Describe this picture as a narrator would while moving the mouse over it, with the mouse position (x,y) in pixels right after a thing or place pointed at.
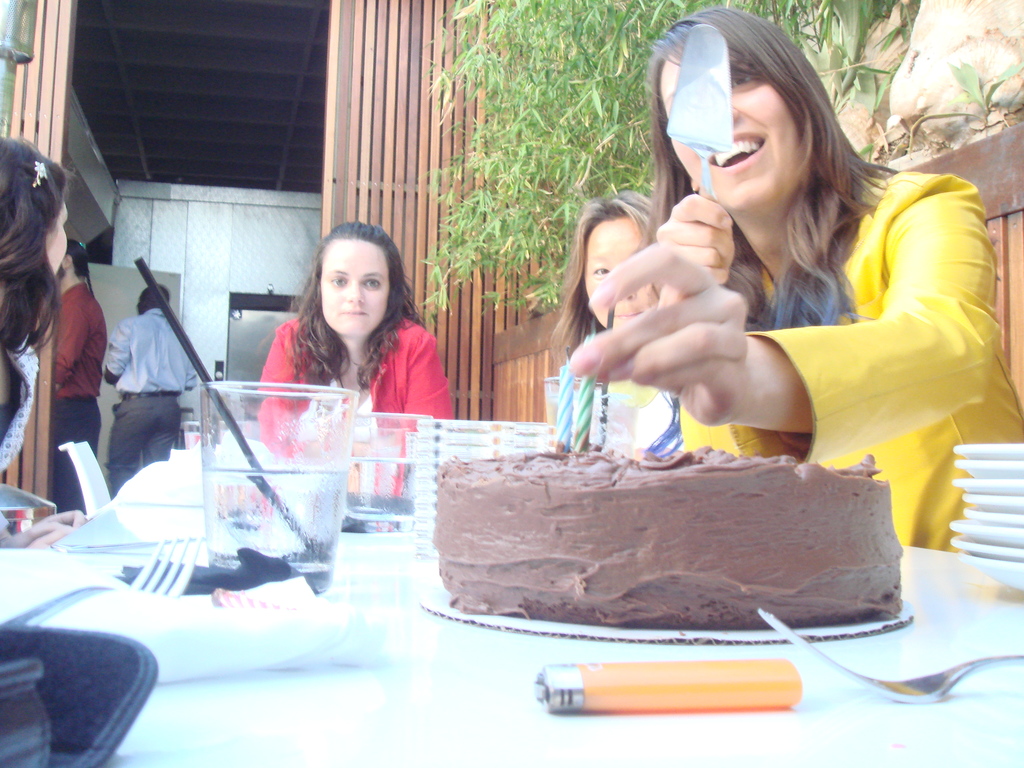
This picture shows few people (718,278) seated on the chair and a woman (727,178) holding a serving spoon (709,132) and we see a cake (675,605) and a lighter (635,674) and we see glasses (427,418) and a fork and few plates (969,458) on the table (1018,622) and we see candles (586,392) and we see plants (641,136) and couple of people (78,340) standing on the side.
